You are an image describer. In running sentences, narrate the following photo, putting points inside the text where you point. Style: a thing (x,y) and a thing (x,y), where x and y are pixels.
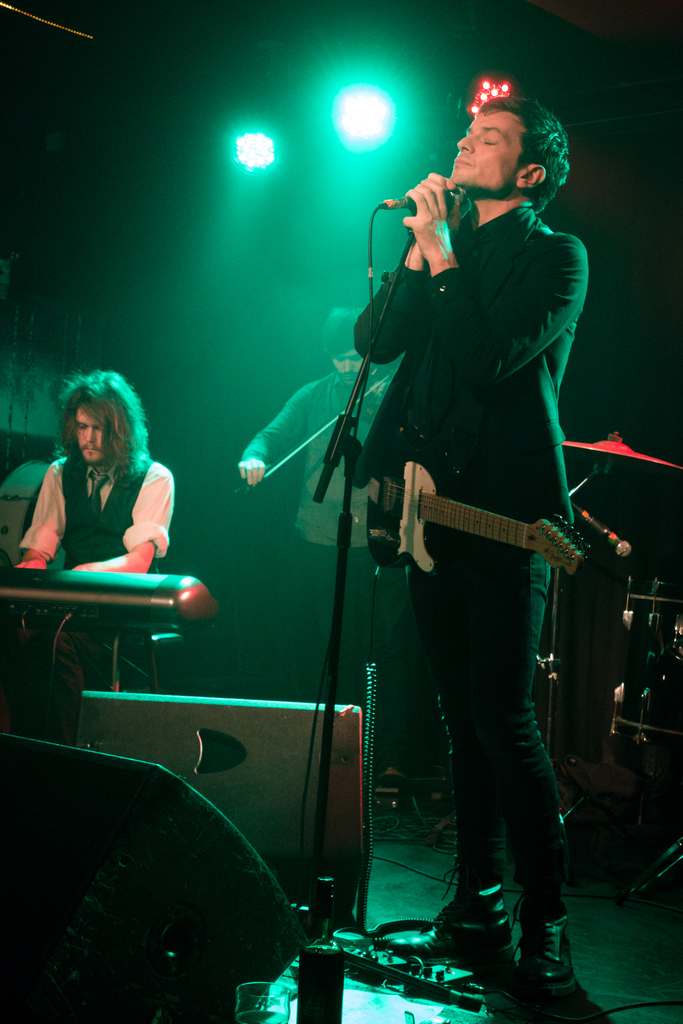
In this picture there is a boy (475,183) who is standing at the right side of the image (548,228), by holding a mic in his hands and he is wearing a guitar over his suit (523,247), there is a speaker (146,722) at the left side of the image (114,730) and there are two people (94,490) on the stage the one who is at the left side of the image (139,419), he is playing the piano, the person (368,412) who is standing at the center of the image (353,362), he is playing the violin (367,396) and there are spotlights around the area of the image and there is a drum set (662,684) at the right side of the image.
